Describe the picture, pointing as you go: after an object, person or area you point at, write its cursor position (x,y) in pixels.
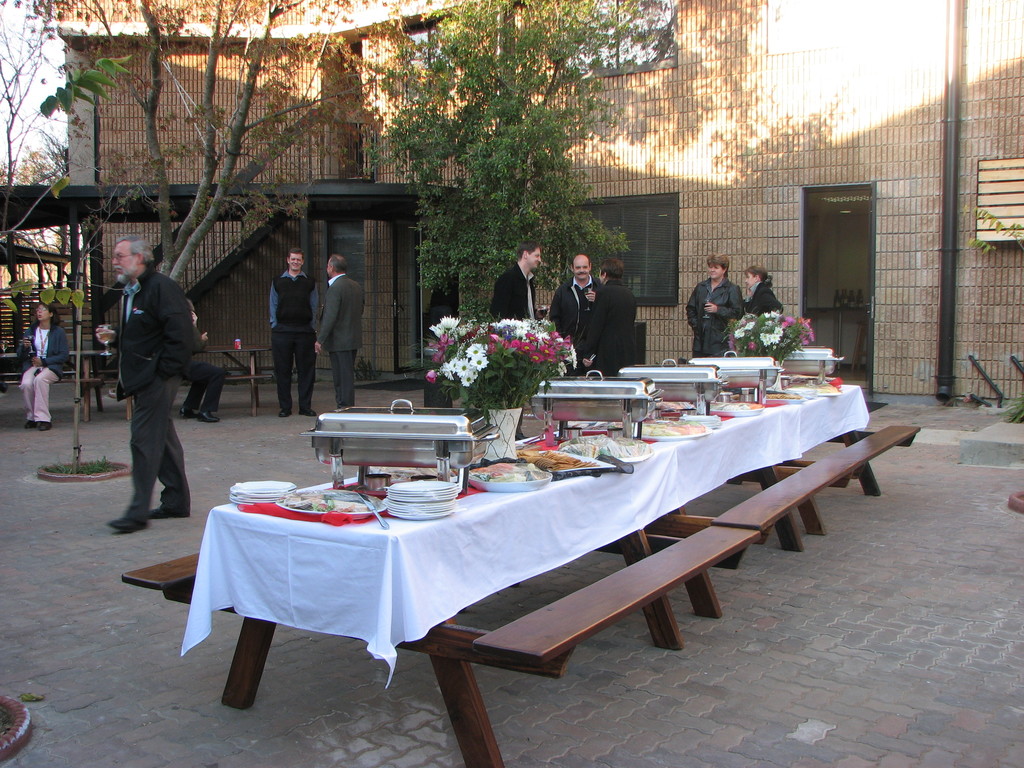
The picture is taken outside of the building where number of people (509,283) standing and talking, at the center of the picture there is one big table (683,489) and benches (612,586) on the table (630,430), there are food items (518,467), plates (431,485) and cups (380,478) and two flower vases (511,410) are there. There are trees (493,205) behind the people (338,290) and stairs (212,261) behind them. On the left corner of the picture (45,385) one person (44,400) is sitting on the bench (87,399).
